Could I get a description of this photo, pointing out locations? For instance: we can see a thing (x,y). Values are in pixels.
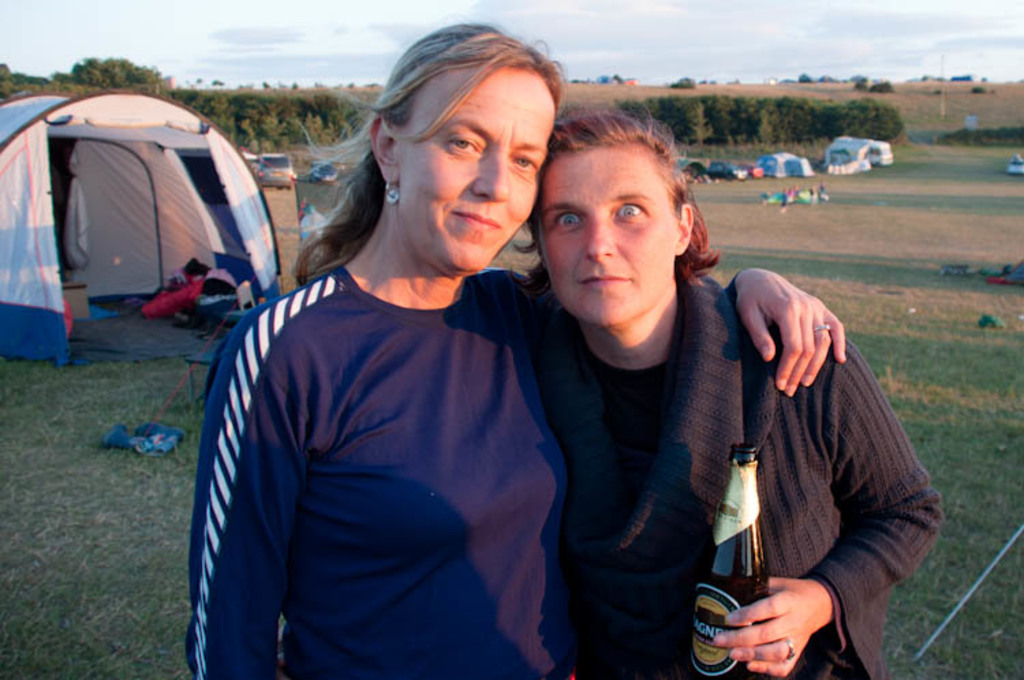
In this image I see 2 women (845,636) standing and one of them is smiling, I can also see that this woman (849,452) is holding a bottle (754,499). In the background (114,123) I see lot of tents (109,110), vehicles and trees (18,85) over here.
